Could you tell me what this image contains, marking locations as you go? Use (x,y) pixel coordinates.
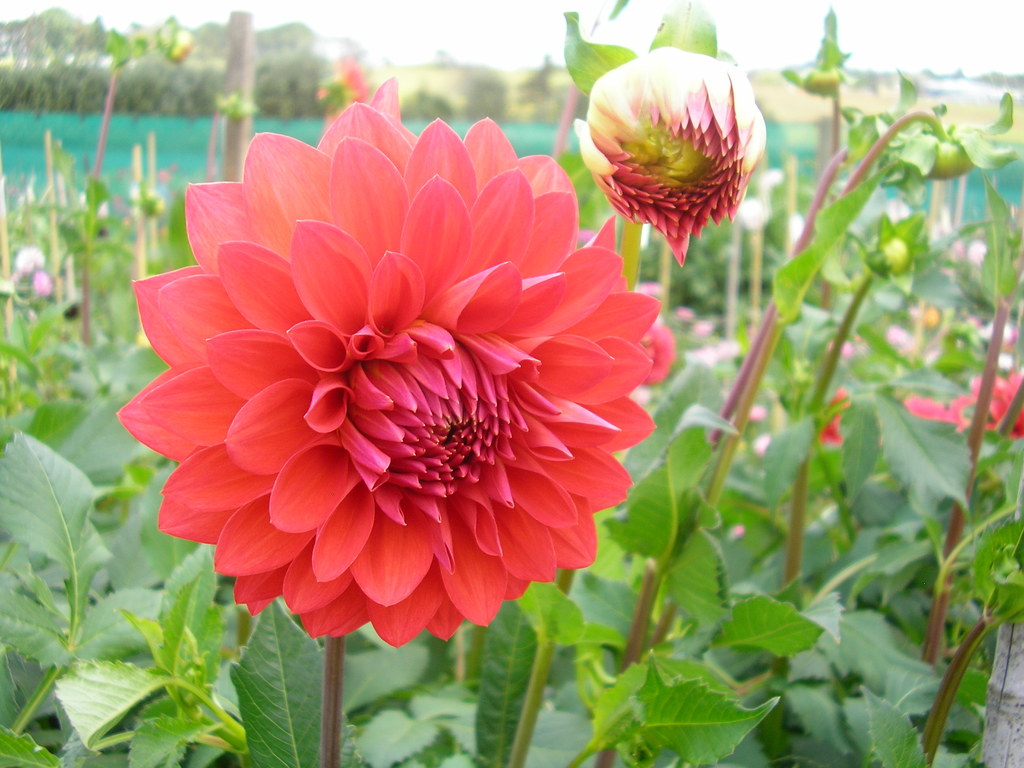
In the image there are many flower plants (450,161) and in the foreground (417,345) there is a red flower (376,336) and beside that there is a flower bud (622,131) to the plant (691,593).
